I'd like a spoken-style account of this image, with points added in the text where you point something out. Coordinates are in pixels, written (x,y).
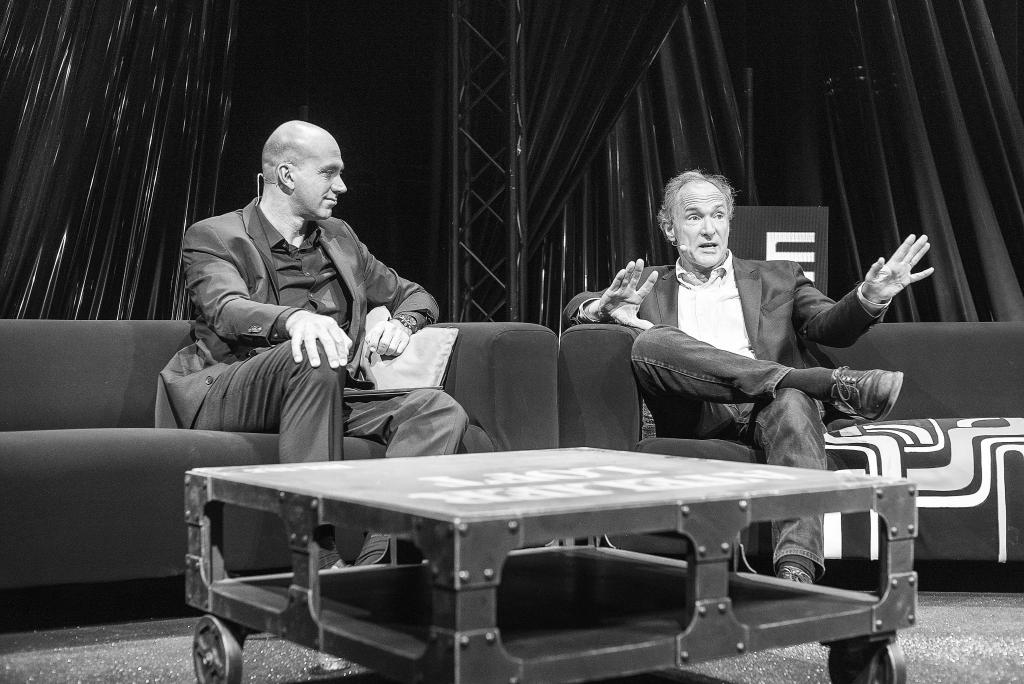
In this picture we can see two men (671,229) sitting on sofa (53,358) and talking on mic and in front of them there is table (552,492) and in background (415,268) we can see pillar (491,72), curtains (575,49).
